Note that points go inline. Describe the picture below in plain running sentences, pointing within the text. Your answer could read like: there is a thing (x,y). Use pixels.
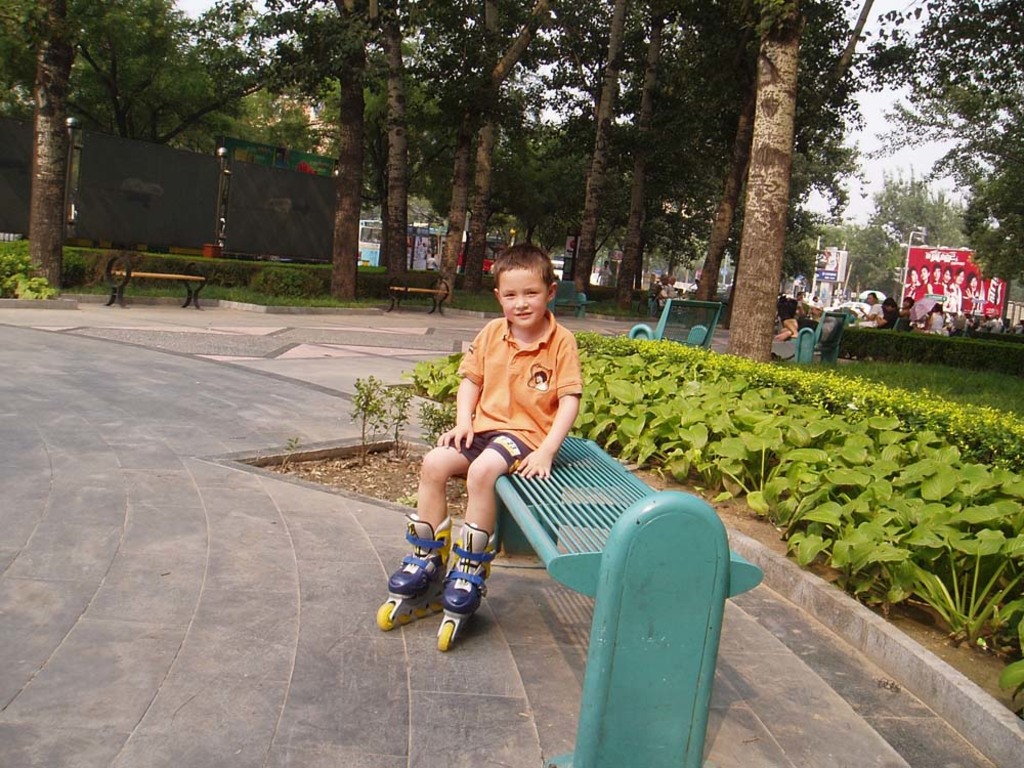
This picture shows few trees (994,34), benches (668,314) and few plants (814,437) and few people (911,323) seated and a hoarding (924,282) and we see a boy (506,464) seated on the bench (581,490). He wore skates (460,594) to his legs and we see a cloudy sky (869,87).
